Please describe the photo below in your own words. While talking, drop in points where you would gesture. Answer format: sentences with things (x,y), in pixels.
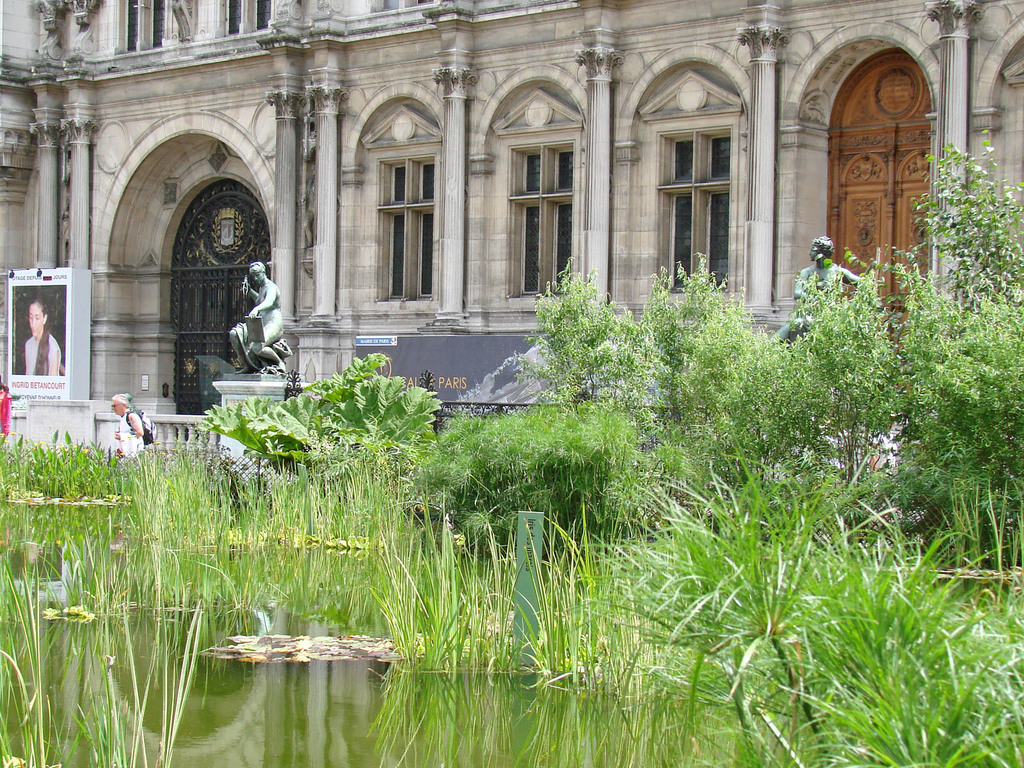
In this picture we can see some plants (695,433) and water (453,710) in the front (188,641), on the left side (121,423) there is a board (86,346) and a person (134,436), we can see a statue (251,323) in the middle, in the background (478,206) there is a building (424,82), we can see picture (33,337) of a woman (33,328) on this board (61,339).
